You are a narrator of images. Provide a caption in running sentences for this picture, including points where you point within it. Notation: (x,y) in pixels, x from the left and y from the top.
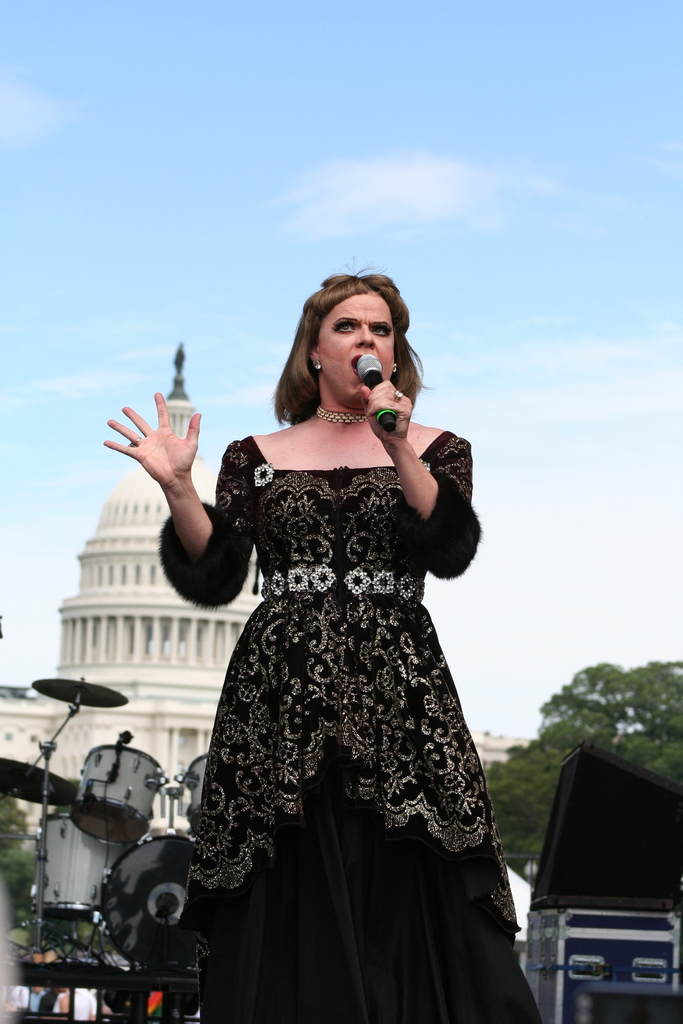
As we can see in the image in the front (357,766) there is a woman (372,702) wearing black color dress (339,718) and holding mic (371,367). There are musical drums (74,912), trees (659,719) and buildings (152,638). At the top (304,139) there is sky (304,139).
